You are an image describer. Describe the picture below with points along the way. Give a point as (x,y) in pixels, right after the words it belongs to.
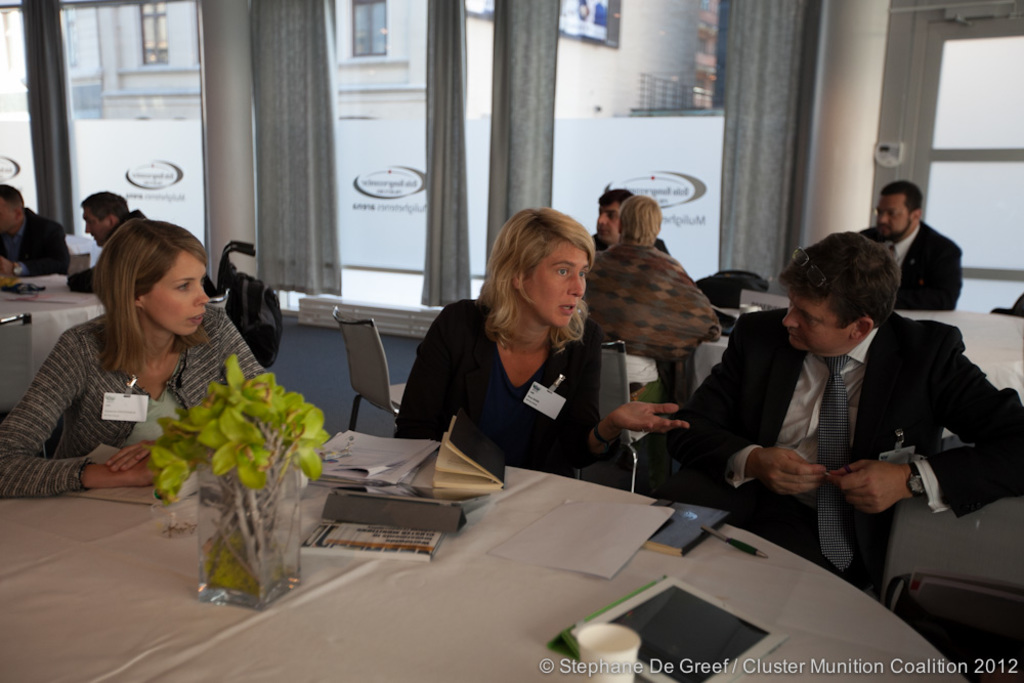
In this picture we can see some persons (706,380) sitting on the chairs (603,382). This is table (408,589). On the table (407,606) there are books (443,487), and a cup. On the background (651,172) we can see a window (341,87) and these are the curtains (498,121). And this is pillar (839,88).
